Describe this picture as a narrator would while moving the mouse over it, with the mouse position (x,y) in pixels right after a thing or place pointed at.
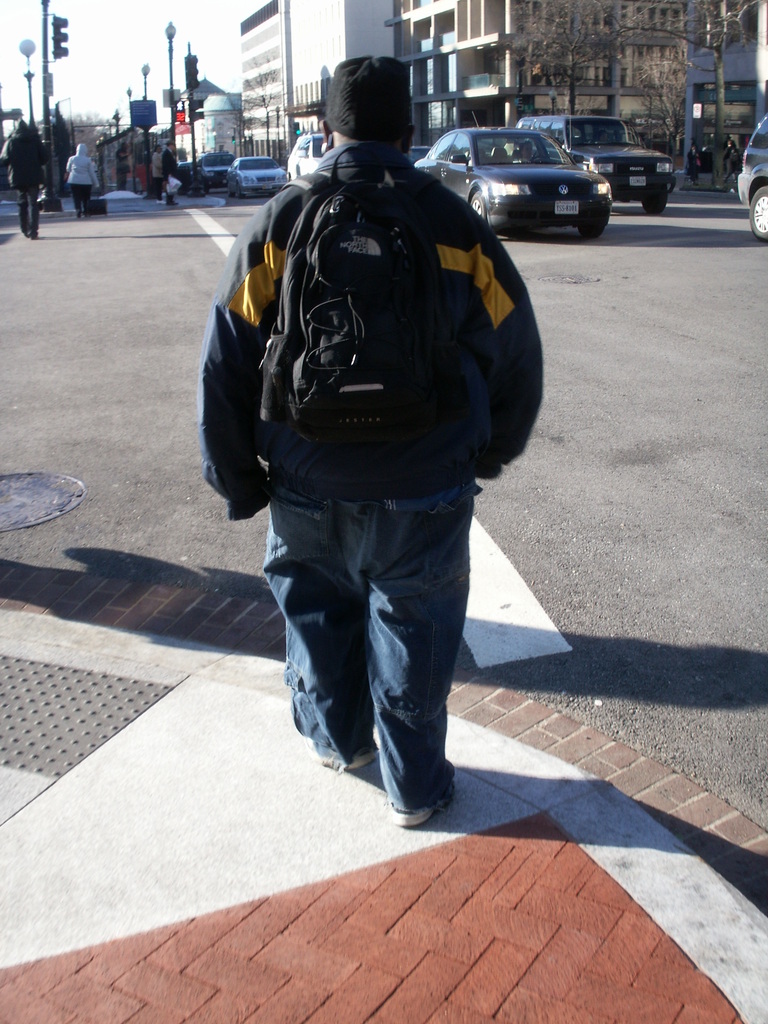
In the foreground of the picture (356,498) we can see a person (501,290) wearing jacket (221,361), cap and shoes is carrying a backpack (395,419) and walking on the road (24,263). In the background (128,151), we can see a few more people (155,169) walking on the road (160,251), we can see vehicles (528,173) moving on the road (720,369), we can see traffic signal poles (48,138), light poles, buildings (608,77) and the sky (130,70).
